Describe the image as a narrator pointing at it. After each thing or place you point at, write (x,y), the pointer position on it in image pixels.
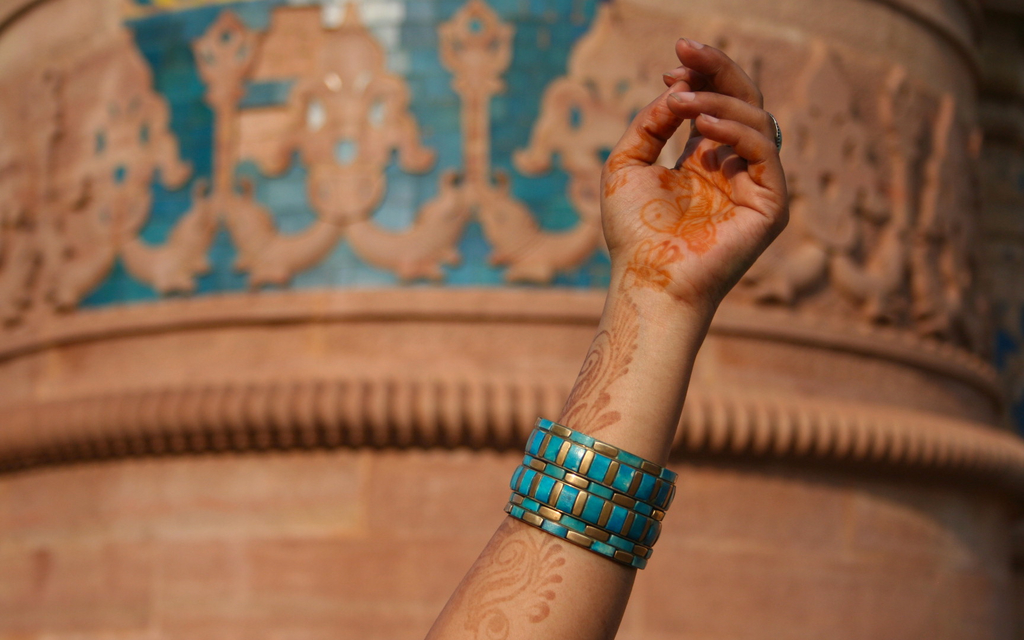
In this image we can see some person's hand (672,368) and the person (681,203) is wearing the bangles (629,486). In the background (423,333) we can see some structure (491,295).
